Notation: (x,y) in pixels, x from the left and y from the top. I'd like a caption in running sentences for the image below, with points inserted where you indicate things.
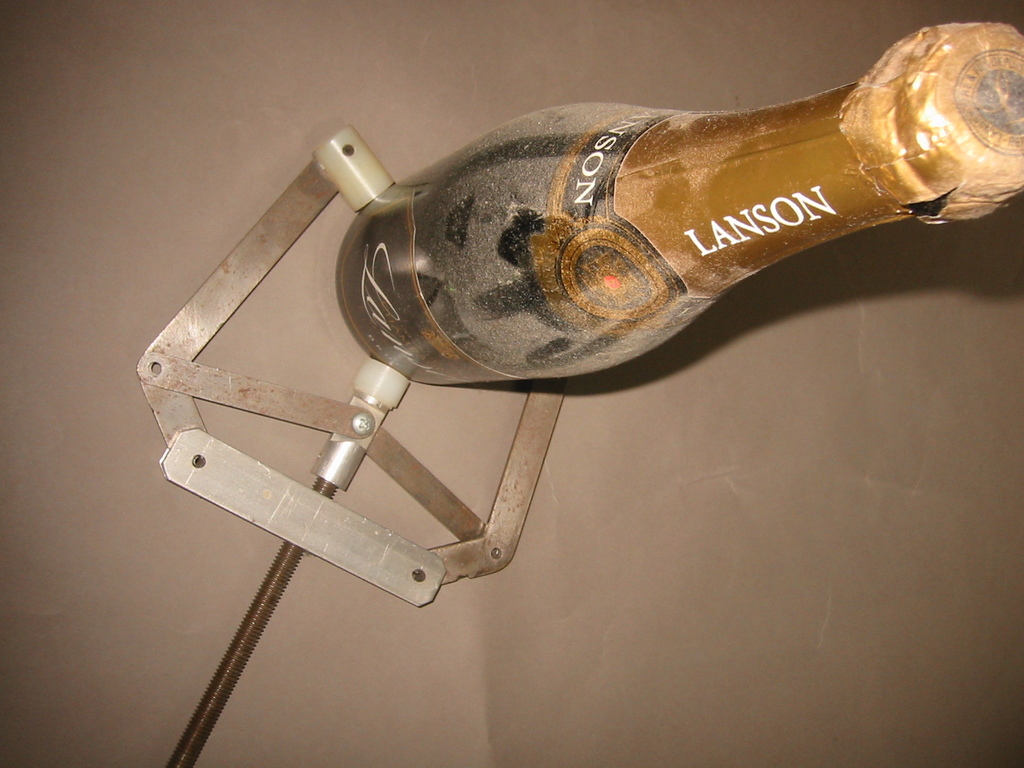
In this image we can see a tool (332,552) placed on the surface (238,553) is holding a bottle (535,282).
